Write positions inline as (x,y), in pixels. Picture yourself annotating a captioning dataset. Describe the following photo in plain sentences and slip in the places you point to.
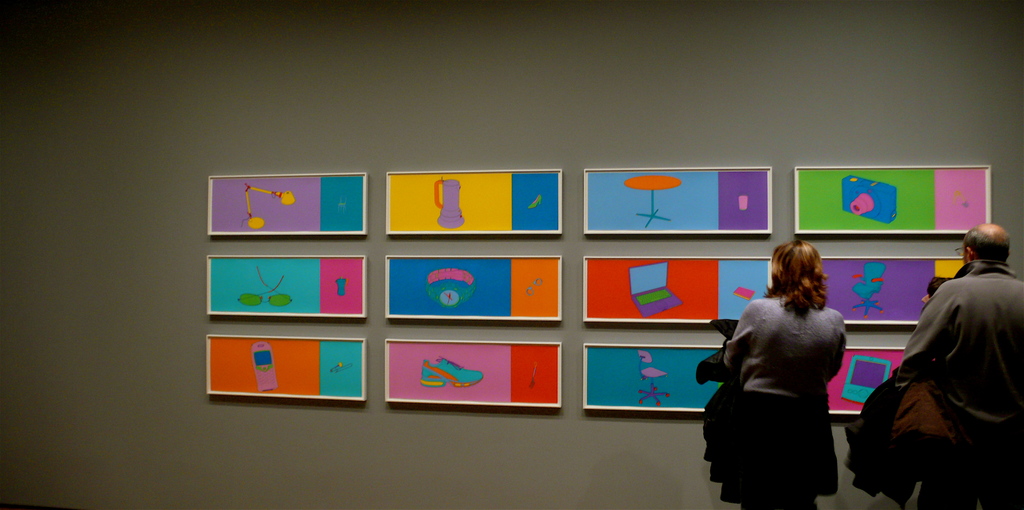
In this picture I can observe number of arts (321,279) on the wall (264,254). On the right side (814,307) there are two members (794,387) standing in front of these arts (813,216). The wall (489,438) is in grey color.
